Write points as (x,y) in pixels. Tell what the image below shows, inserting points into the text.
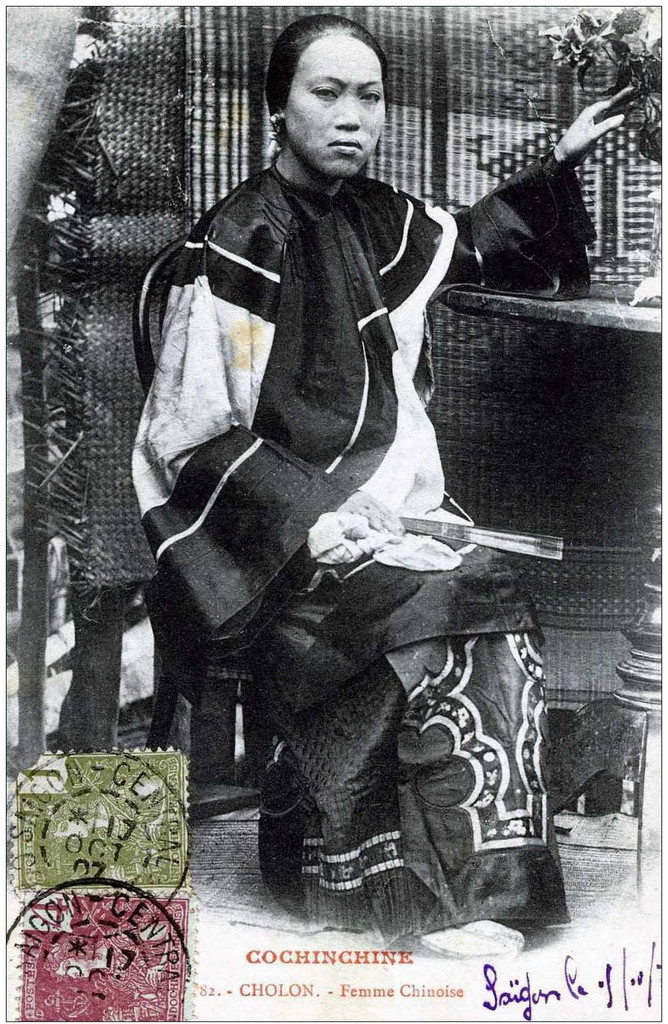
In this picture we can see the poster (51,511). In the poster (341,966) there is a woman (227,292) who is sitting on the chair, beside her we can see plant (649,56), pot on the table (594,313). At the bottom (58,1016) we can see the stamps (50,840) and signature (493,1010). Behind her we can see a wooden wall (126,249) and trees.
